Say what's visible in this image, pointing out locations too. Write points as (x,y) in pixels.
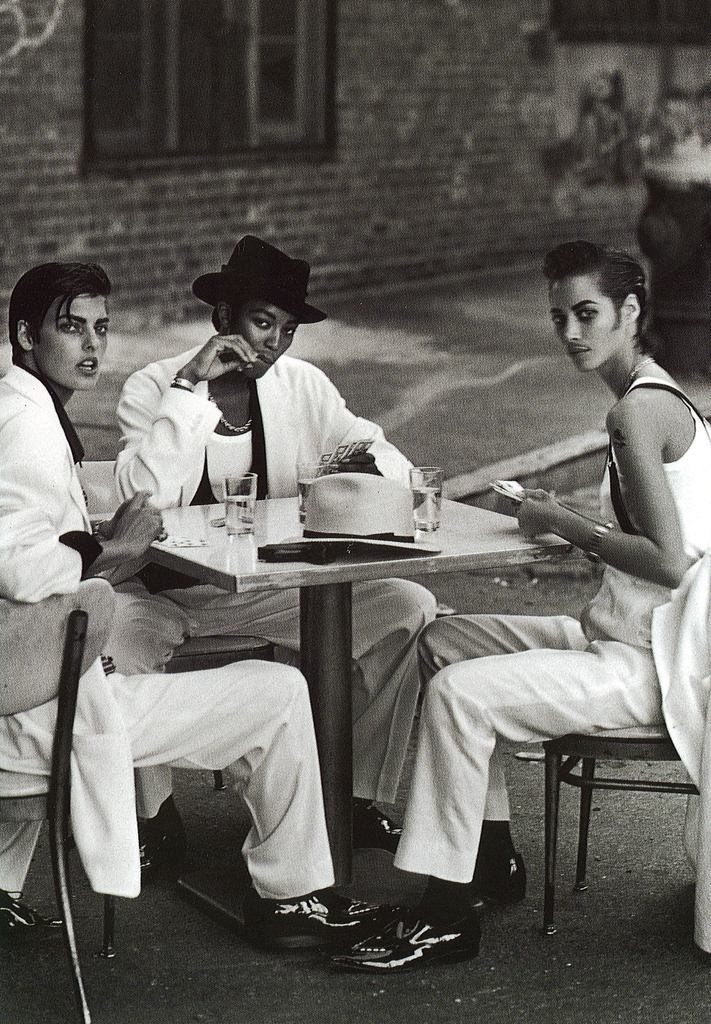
In this image there are three person (470,735) sitting on the chair (649,756). On the table (284,528) there is a glass (251,497) and a hat (364,510). At the back side (363,163) there is a building (358,225).
